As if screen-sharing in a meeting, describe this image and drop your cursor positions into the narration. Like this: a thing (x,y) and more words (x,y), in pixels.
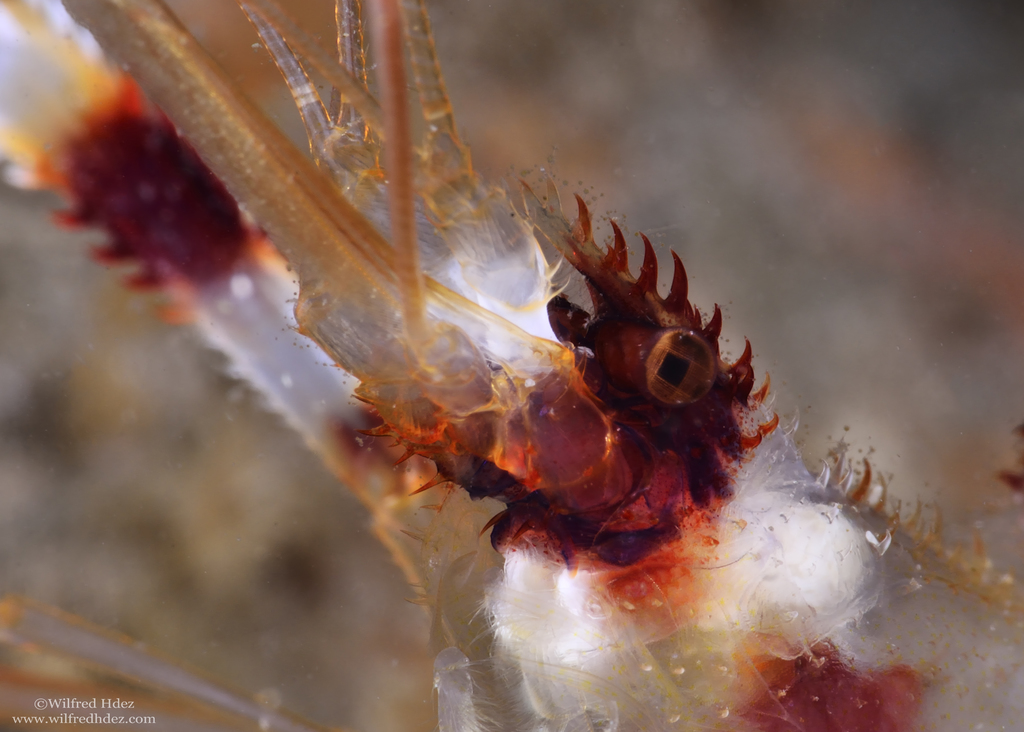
In the foreground (438,445) I can see some species (497,410) off white, brown and light yellow color. The background (453,1) is not clear and a text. This image is taken may be during a day.
